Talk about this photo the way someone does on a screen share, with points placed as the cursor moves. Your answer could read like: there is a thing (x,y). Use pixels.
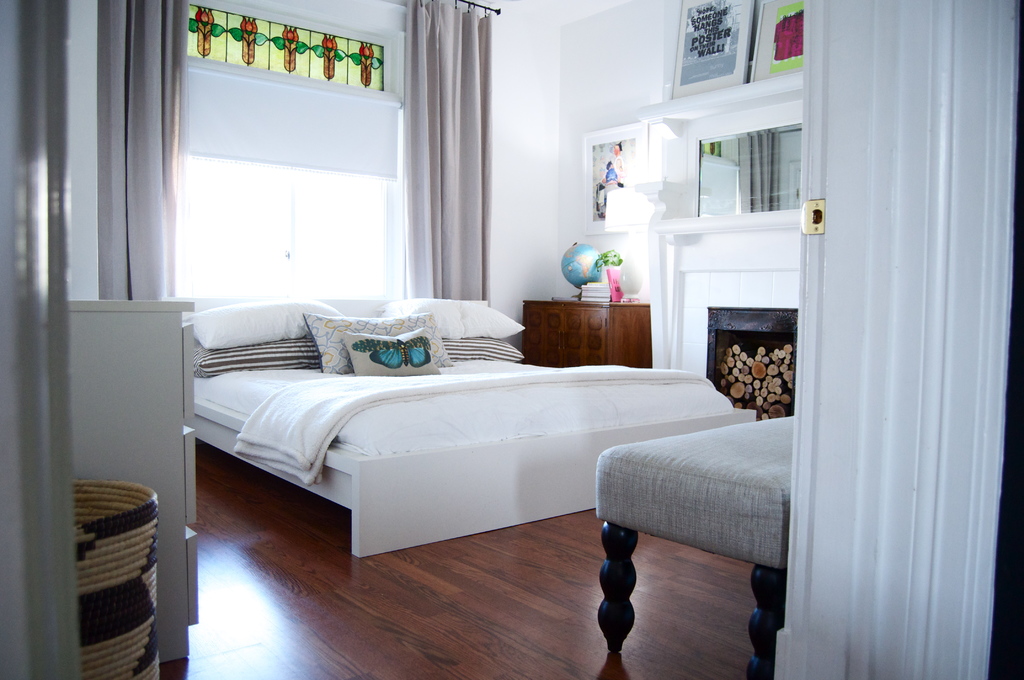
This picture shows an inner view of a bedroom (603,542) we see a bed (296,430) and few pillows (385,360) and photo frames (731,65) on the wall (784,100).
